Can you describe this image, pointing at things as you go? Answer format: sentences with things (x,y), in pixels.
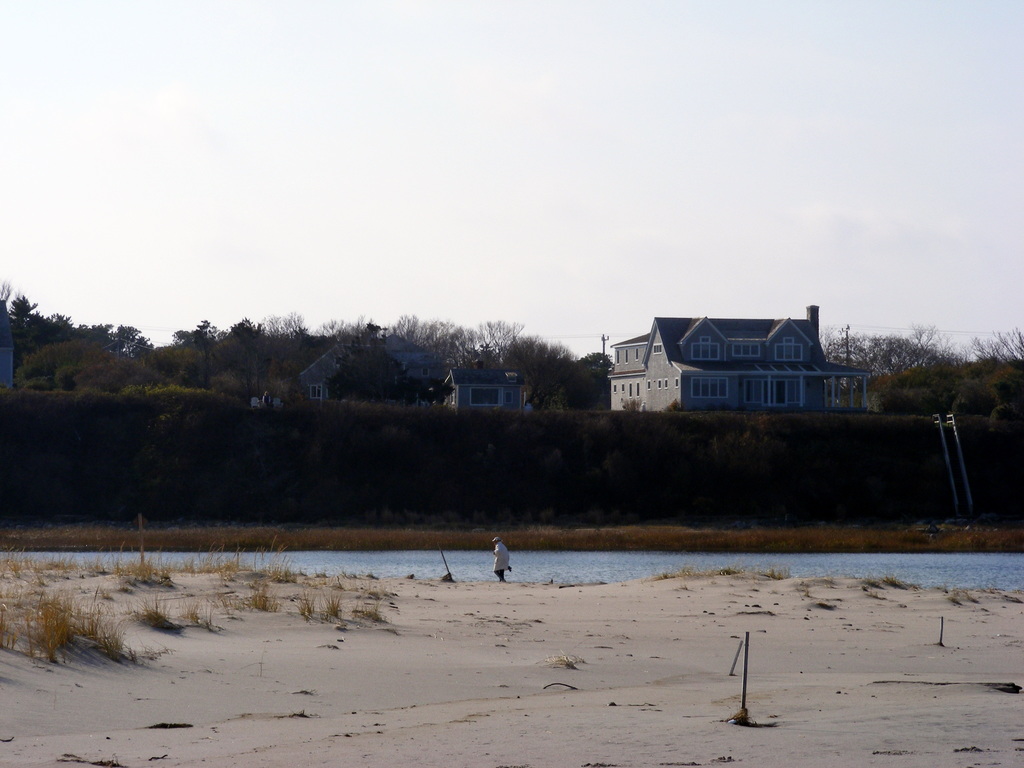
In this picture there is sand (296,582) and water (292,569) at the bottom side of the image (292,569) and there houses (622,399) and trees (378,390) in the center of the image (479,457).
